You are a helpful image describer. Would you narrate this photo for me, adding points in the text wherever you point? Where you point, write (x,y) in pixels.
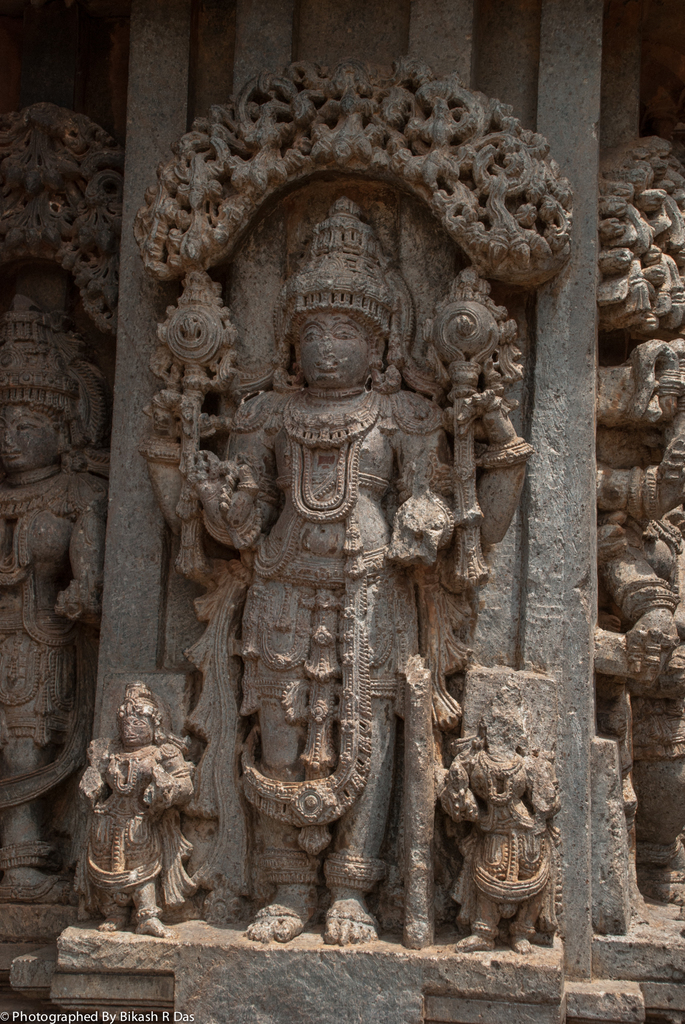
In the middle of this image (230,463), there are three sculptures (212,568) on a wall (182,994). On the bottom left (2,1016), there is a watermark (148,1012). On the left side (51,618), there is a sculpture (49,420) on the wall (669,977). On the right side (608,253), there are sculptures (657,289) on the wall (566,576).
